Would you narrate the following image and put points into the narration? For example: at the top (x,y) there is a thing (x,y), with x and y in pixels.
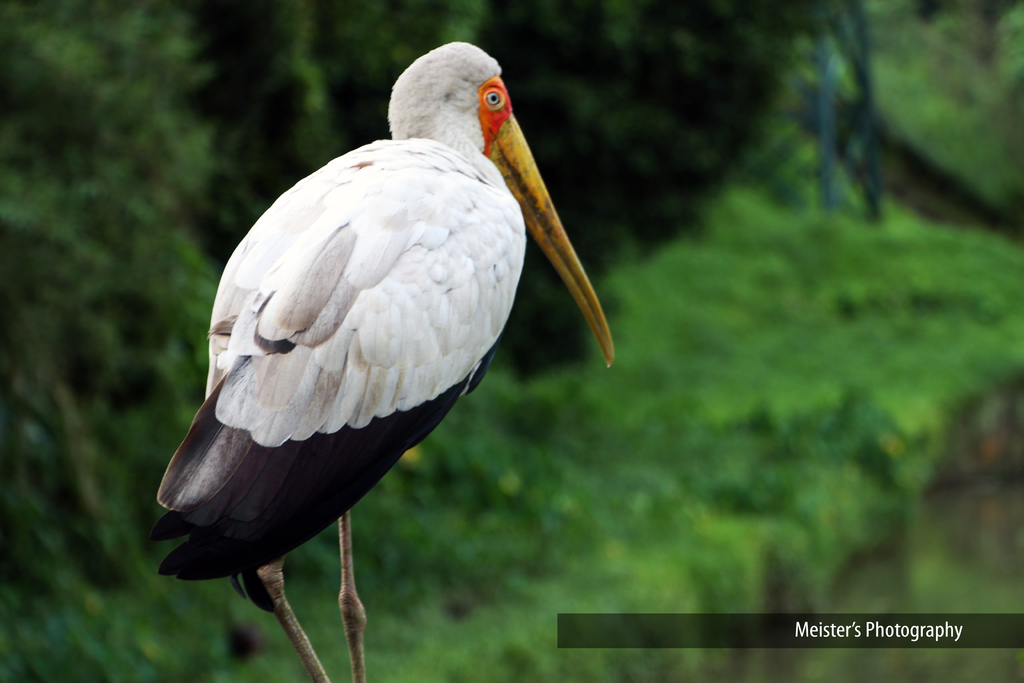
In the image we can see a bird (364,252), white, black, yellow and orange colors. At the right bottom (884,635) we can see watermark (885,623). The background (735,480) is greenish blurred.
